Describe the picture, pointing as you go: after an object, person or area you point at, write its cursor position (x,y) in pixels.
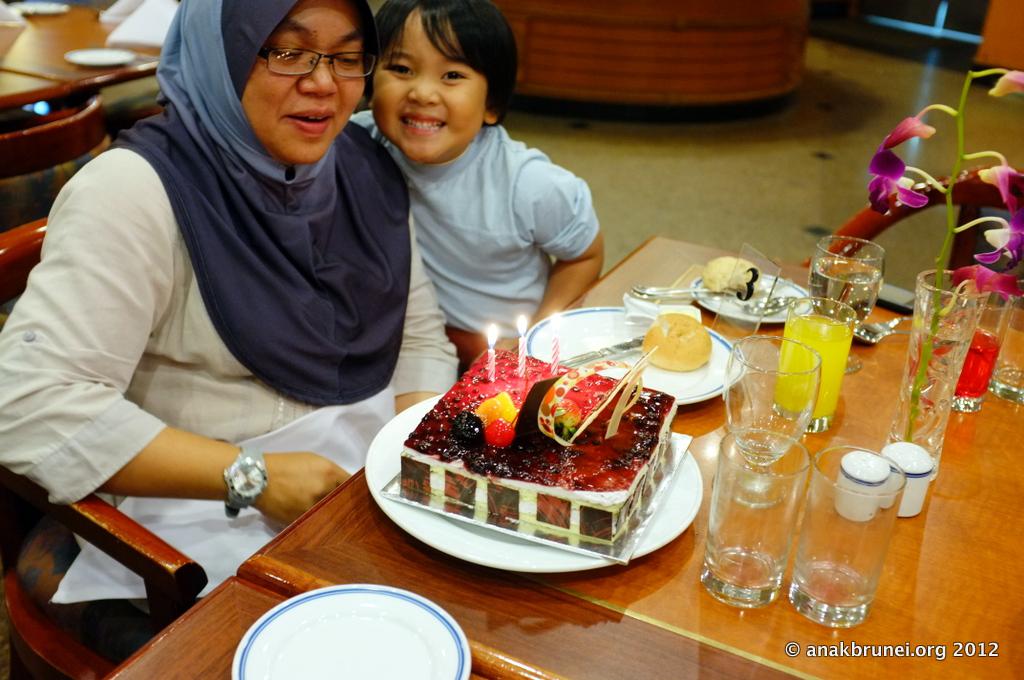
In this image, there are a few people (159,261). We can see some tables (899,641). Among them, we can see a table (995,552) with some objects (741,553) like glasses (746,473), plates (605,566), flowers (998,282) and a cake (503,494). We can also see some chairs (11,166). We can see the ground (816,157). We can see an object (794,45) at the top (792,52). We can also see an object (981,43) in the top right corner (980,61). We can see some text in the bottom right corner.
